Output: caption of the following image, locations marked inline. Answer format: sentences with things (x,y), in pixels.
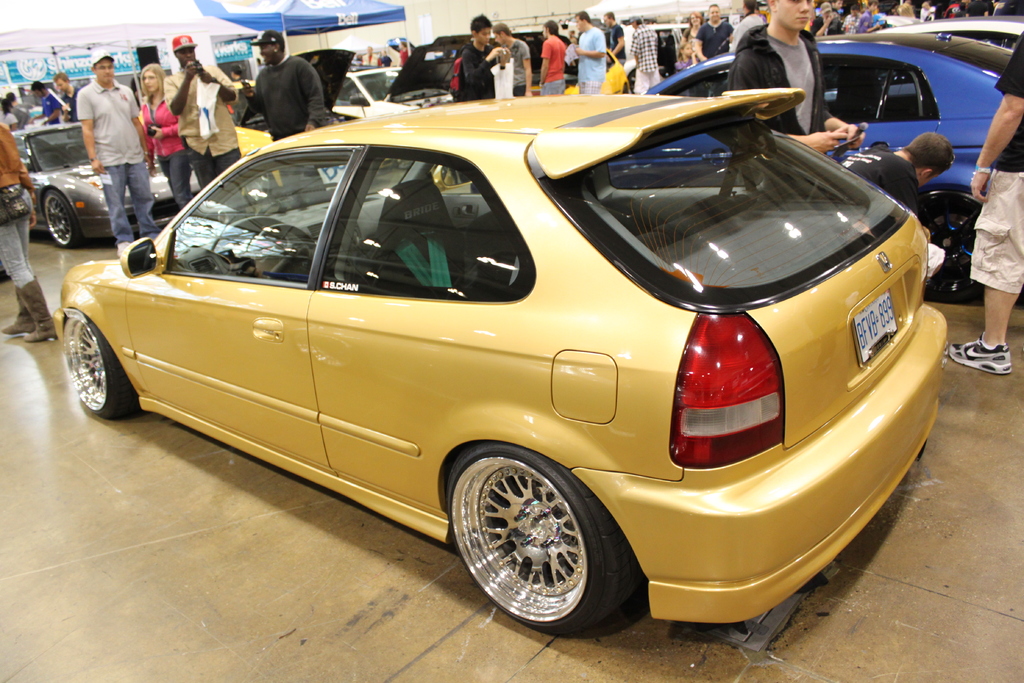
In this picture I can see vehicles (615,210), there are group of people (1012,304) standing, there are banners (224,48), there are gazebo tents (235,22).
